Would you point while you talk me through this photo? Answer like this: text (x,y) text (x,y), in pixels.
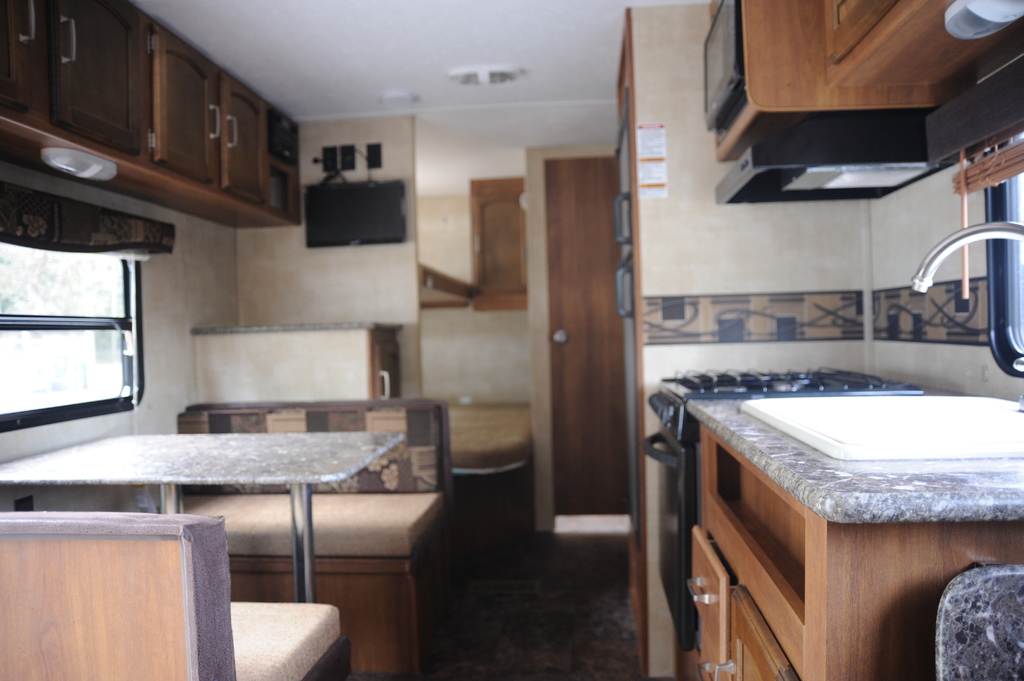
In this picture I can see there is a table (148,473) at left (308,506) and there are two chairs (134,659) and there is a window (998,360) at left (48,350) and right. There is a wash basin (865,425) and there are shelves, micro oven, television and there is a door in the backdrop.
